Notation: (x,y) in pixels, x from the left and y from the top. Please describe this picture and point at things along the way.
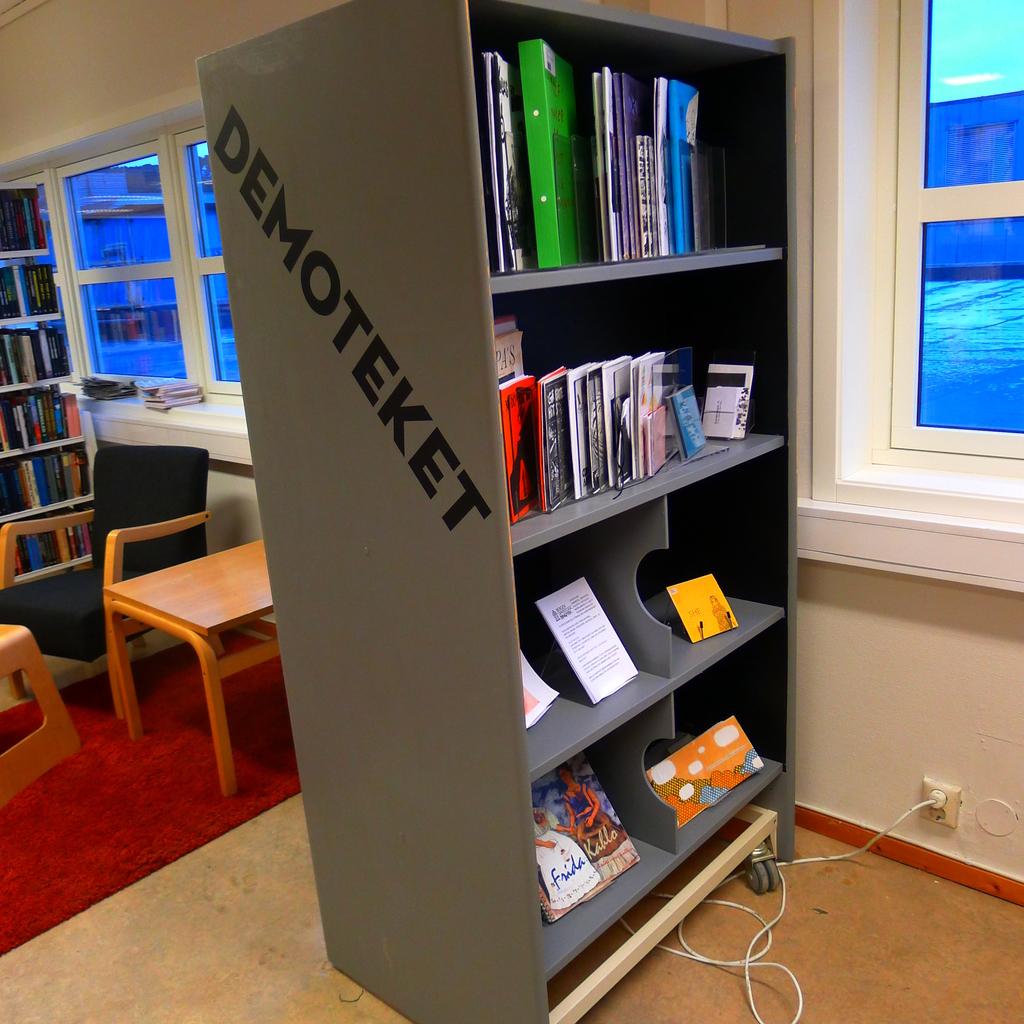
This image is clicked inside a room (133,735). In the foreground (435,620) there is a rack (385,632). There are books (602,425) in the rack (558,711). Behind the rack (535,662) there are tables (169,600) and chairs (101,567). To the right (877,702) there is a wall (883,687). There are glass windows (962,345) to the wall (953,714). In the background (53,328) there is another rack (21,386). There are books (33,429) in that rack (50,381). There are books (145,401) near the window (132,260). There is a carpet (72,823) on the floor (176,945). In the bottom right (813,861) there is an adapter (926,804) to the power socket (929,781).
